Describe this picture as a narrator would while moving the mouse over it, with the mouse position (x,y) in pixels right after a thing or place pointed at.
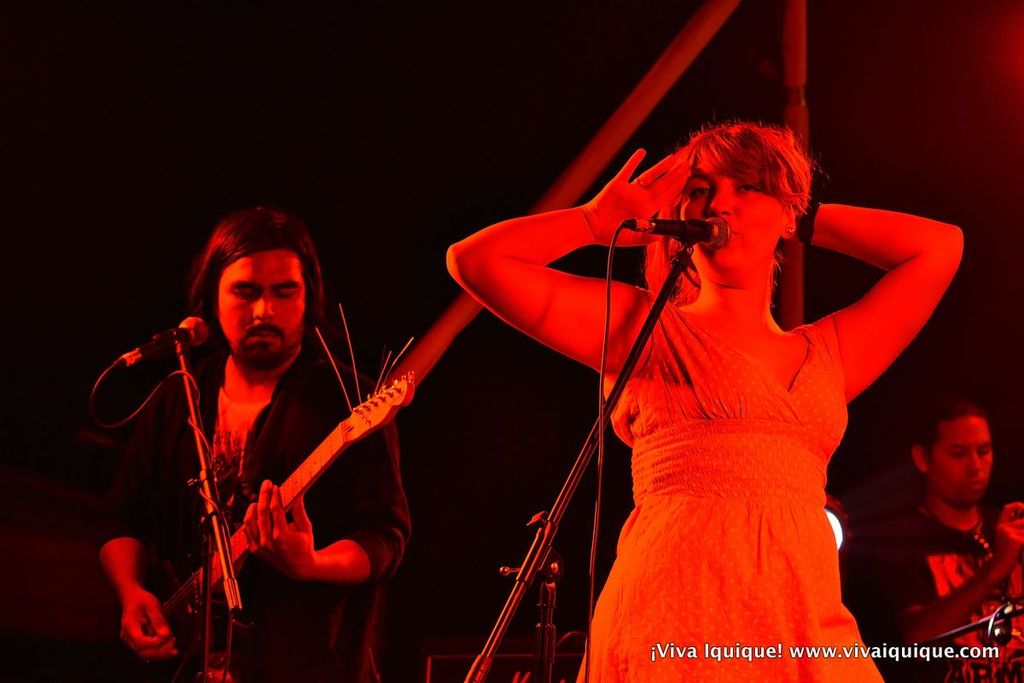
Here we can see a man (315,294) and a woman (522,282). They are singing on the mike (187,334). And he is playing guitar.
